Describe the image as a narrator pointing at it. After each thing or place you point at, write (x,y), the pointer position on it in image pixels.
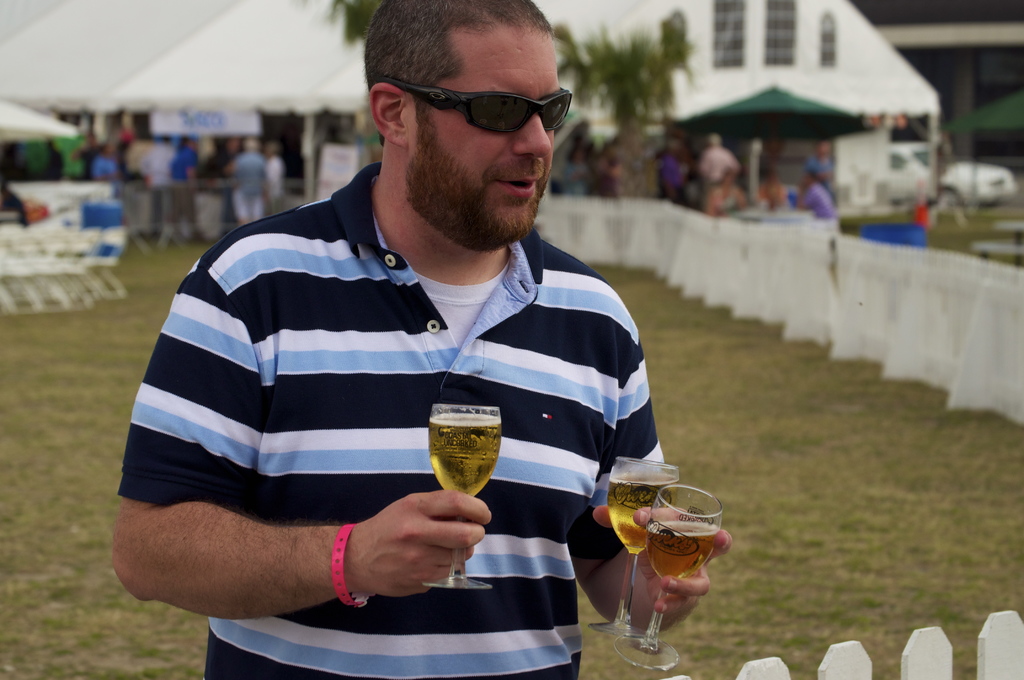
There is a person (404,72) standing in the center (455,410) and he is holding a wine glasses (688,488) in his hand (662,583). In the background (266,196) we can see a house (812,38) on the right side (749,77) and a few people (247,211) are on the left side (190,190).
